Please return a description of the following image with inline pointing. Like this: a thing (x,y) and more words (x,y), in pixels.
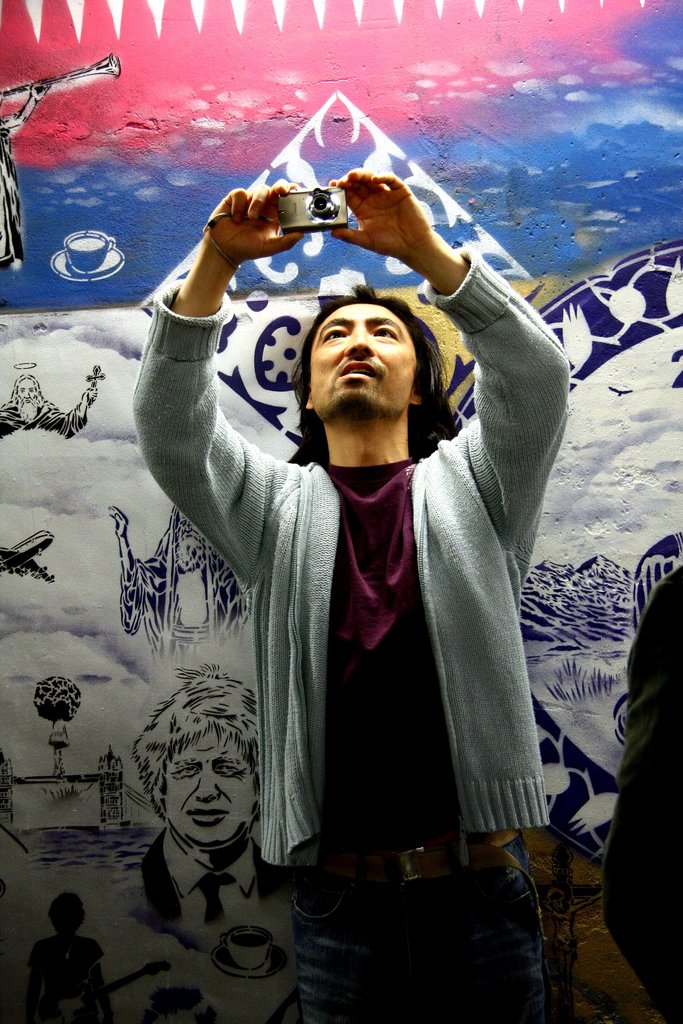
In this image there is a person (412,591) standing and holding camera (284,222) in his hands (391,220), in the background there is a wall (649,582), on that wall (625,643) there is painting (168,773).
